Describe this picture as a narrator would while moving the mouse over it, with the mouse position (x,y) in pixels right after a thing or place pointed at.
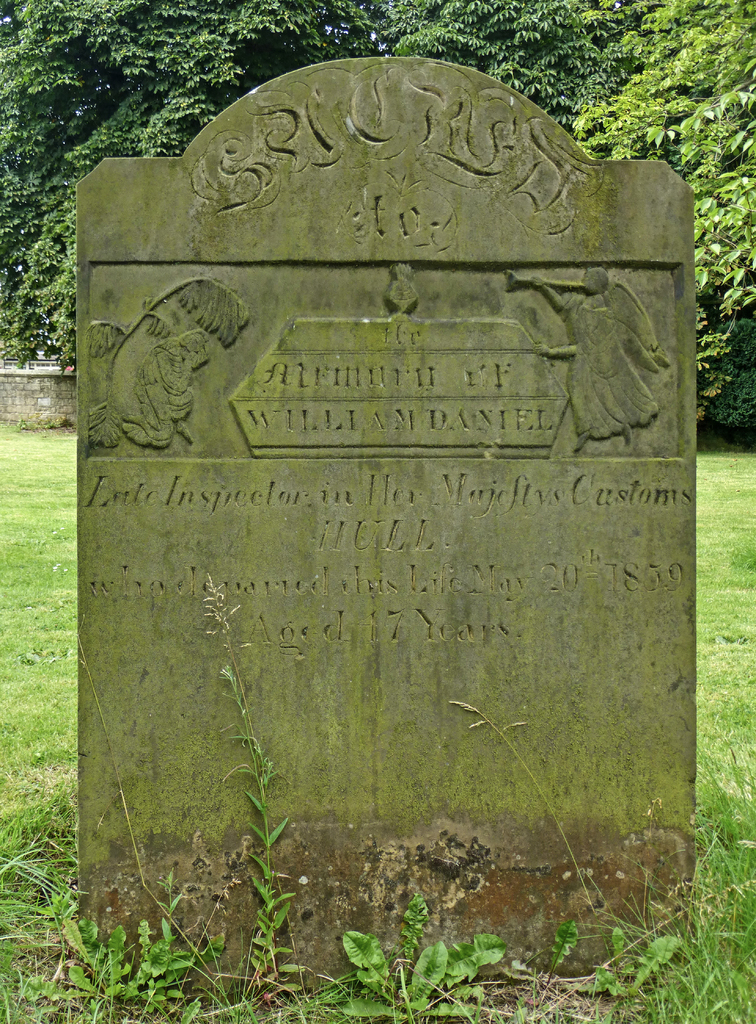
It seems like a headstone (689,636), to that there is a some text (368,501) and sculptures (585,378), in the background (701,94) there are trees (293,47).
